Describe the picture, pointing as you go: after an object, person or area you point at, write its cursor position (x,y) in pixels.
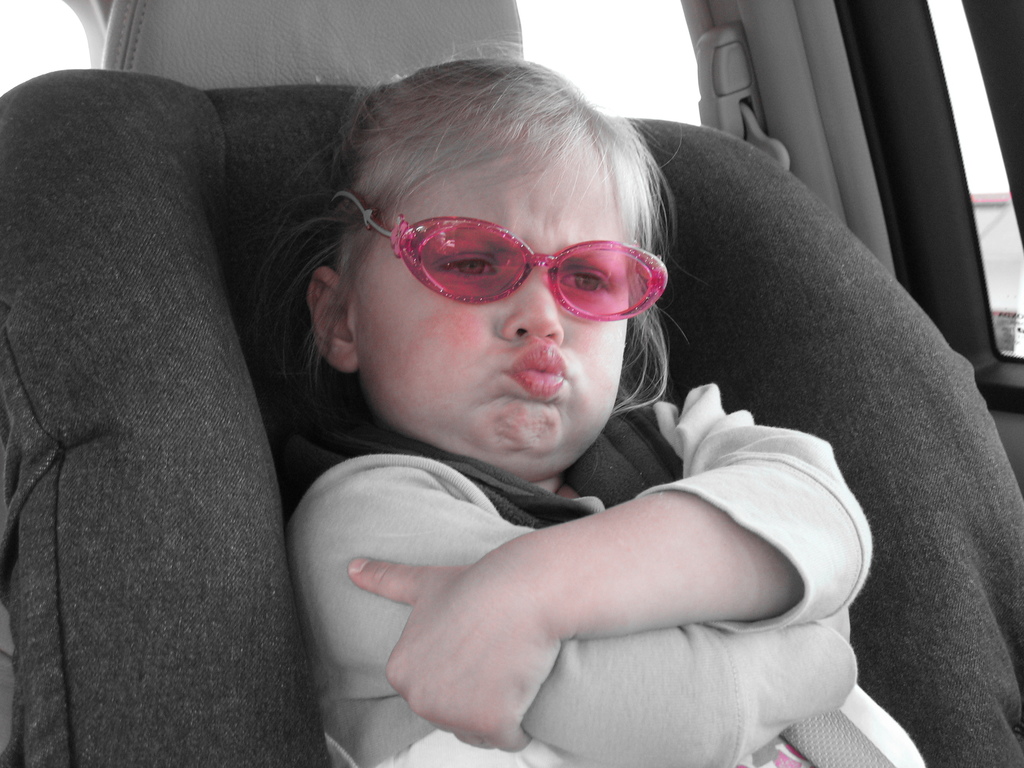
In the image there is a baby (506,554) with white dress (737,473) is sitting on a seat (782,276). She is sitting inside a vehicle (724,58).
